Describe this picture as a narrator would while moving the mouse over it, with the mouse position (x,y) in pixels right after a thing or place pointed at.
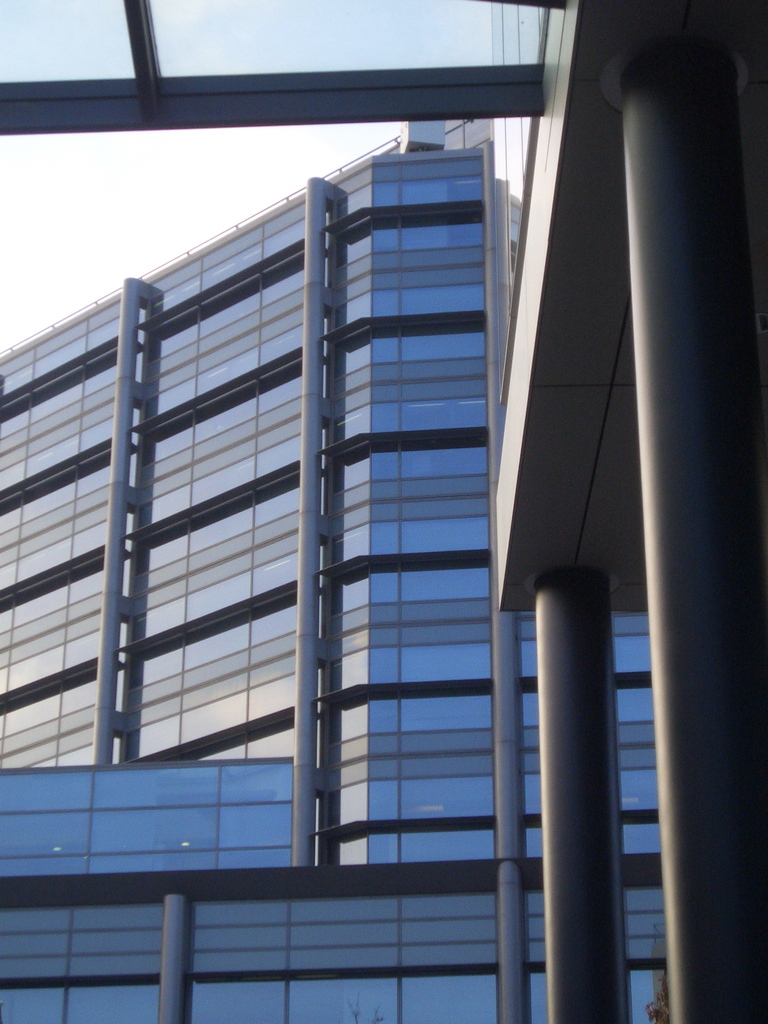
In this picture I can see buildings (538,567) with glasses (440,527) and a cloudy Sky (164,154).
